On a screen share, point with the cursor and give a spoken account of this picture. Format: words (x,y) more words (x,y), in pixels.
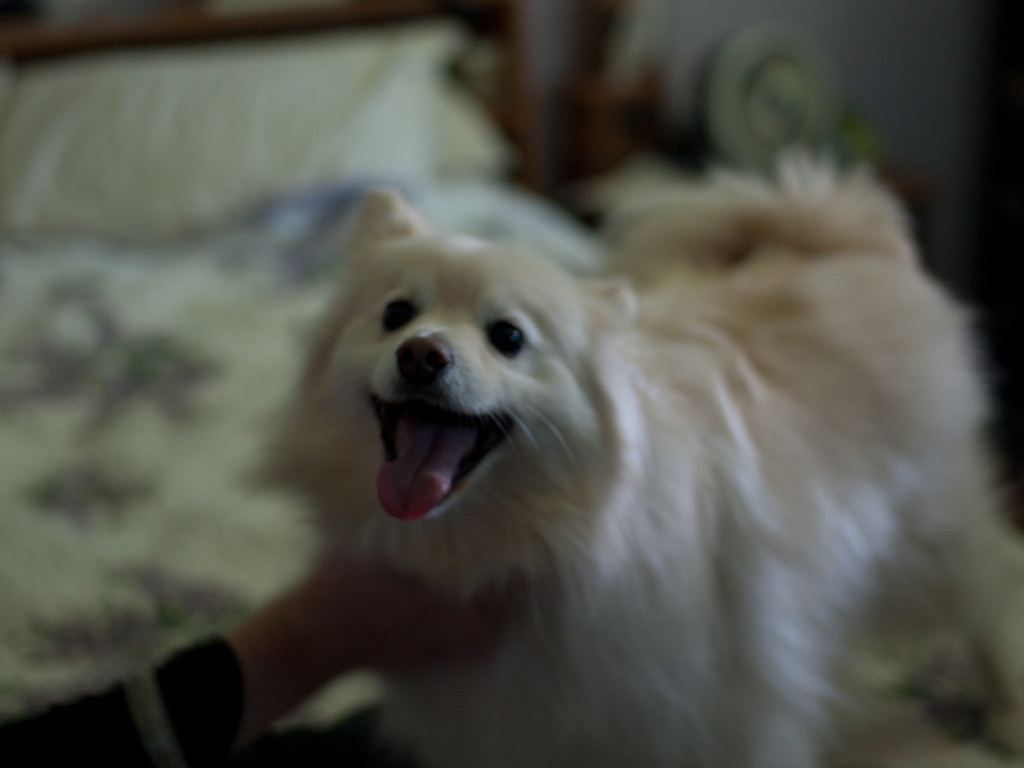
This is a dog (650,449), which is white in color. At the bottom left side of the image (217,685), I think this is a person's hand (271,653). In the background (202,411), It might be a bed (164,303) with a pillow (236,142) on it.
